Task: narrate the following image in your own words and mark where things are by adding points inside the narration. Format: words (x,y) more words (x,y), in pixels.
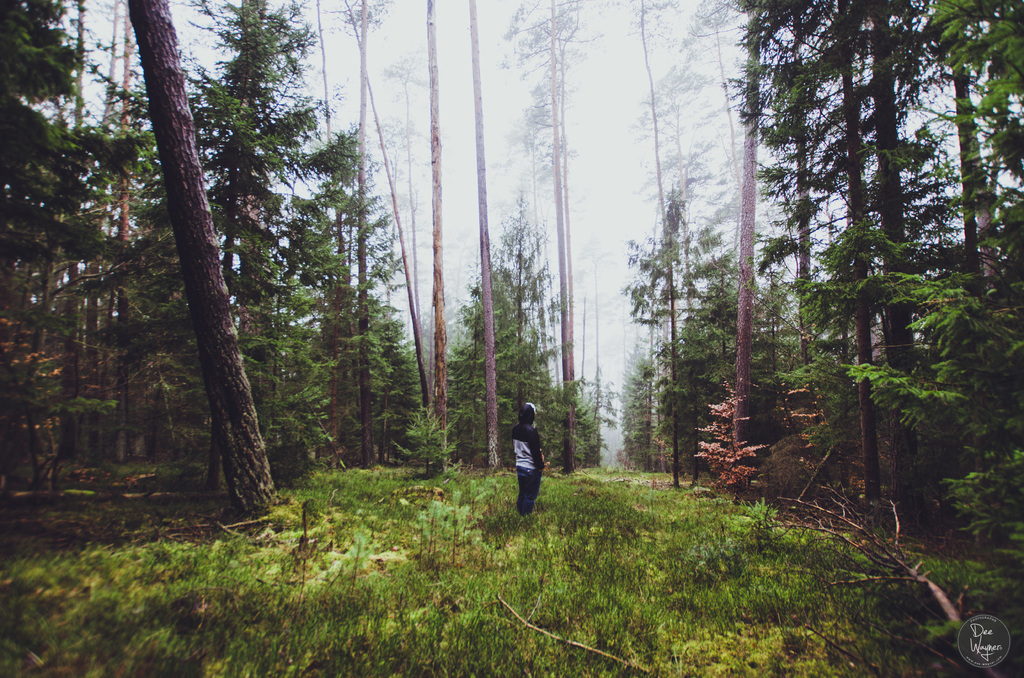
In this picture I can see a person (532,461) who is standing in front (528,484) and I see the grass (530,573) and in the background (236,292) I see number of trees (903,385) and on the right bottom (991,655) I see the watermark (977,631).
